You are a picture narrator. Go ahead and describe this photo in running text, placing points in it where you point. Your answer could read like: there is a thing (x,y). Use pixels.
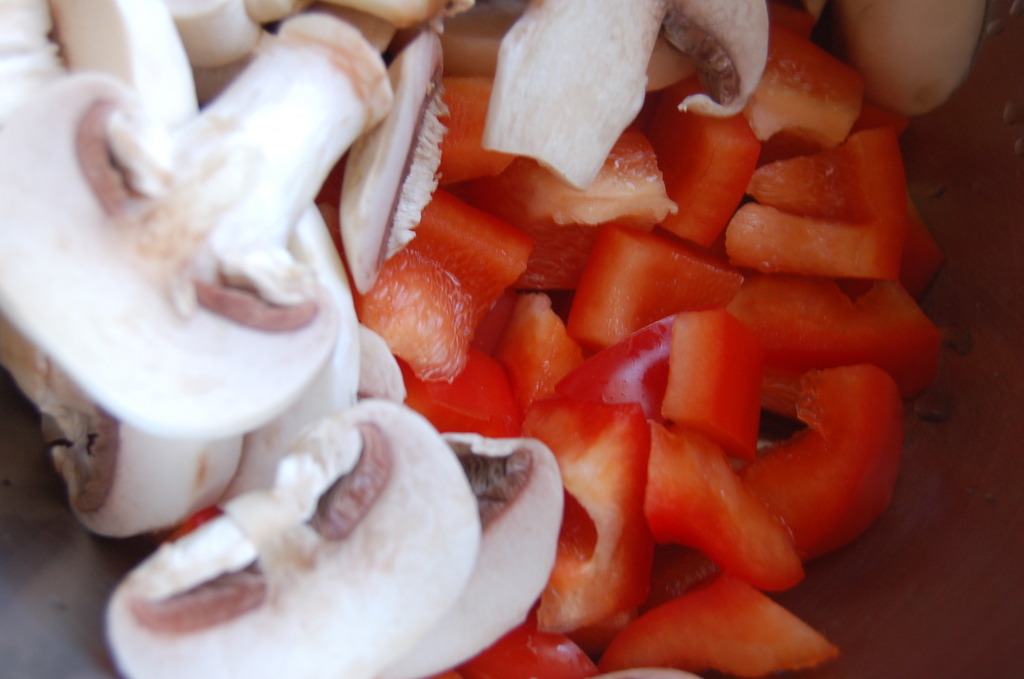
In this image, on the right side (764,229), we can see some slices of a vegetable (730,520). On the left side (235,162), we can see a mushroom (298,377).
